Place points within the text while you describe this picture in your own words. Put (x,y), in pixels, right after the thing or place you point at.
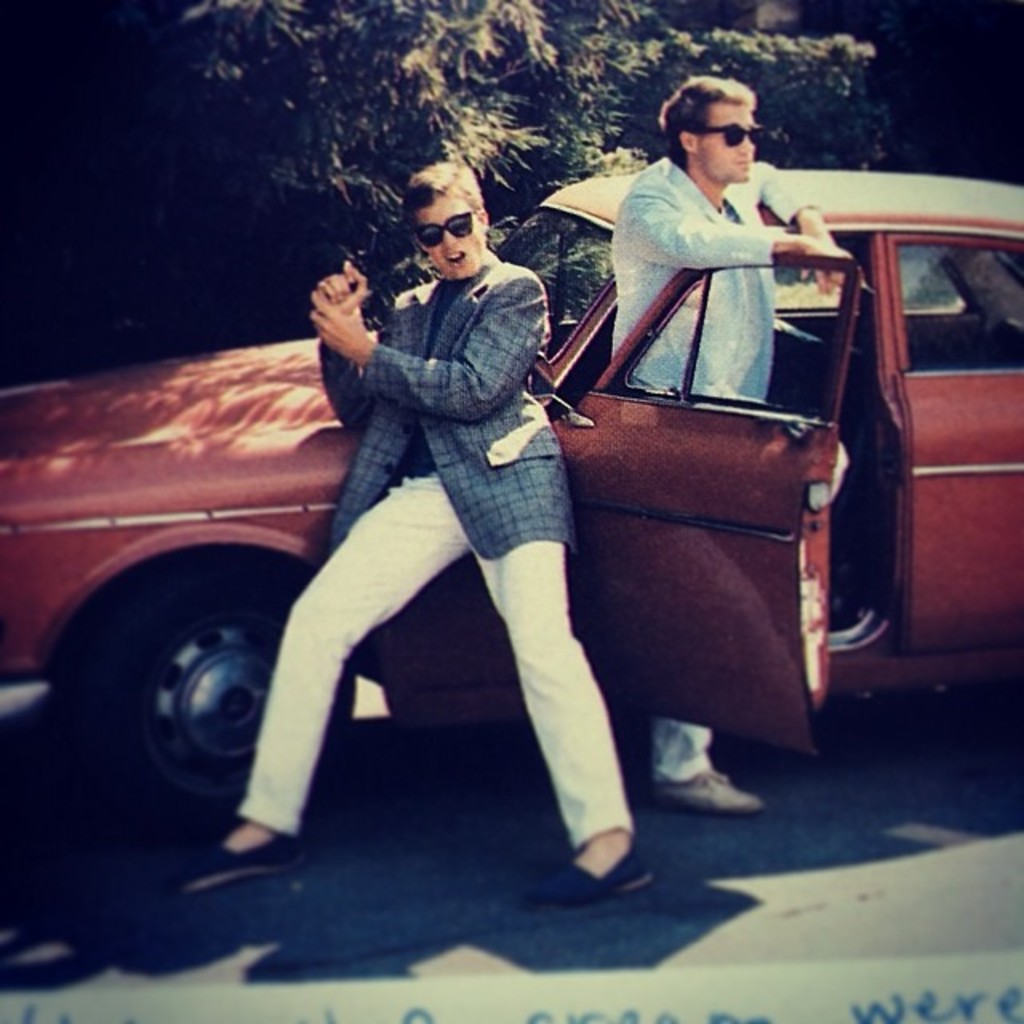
This is the picture outside of the car (415,597). On the right side (714,243) we have a person (773,319). He's holding a car door (773,316). On the left side (332,320) we have a another person's (459,341) standing.
